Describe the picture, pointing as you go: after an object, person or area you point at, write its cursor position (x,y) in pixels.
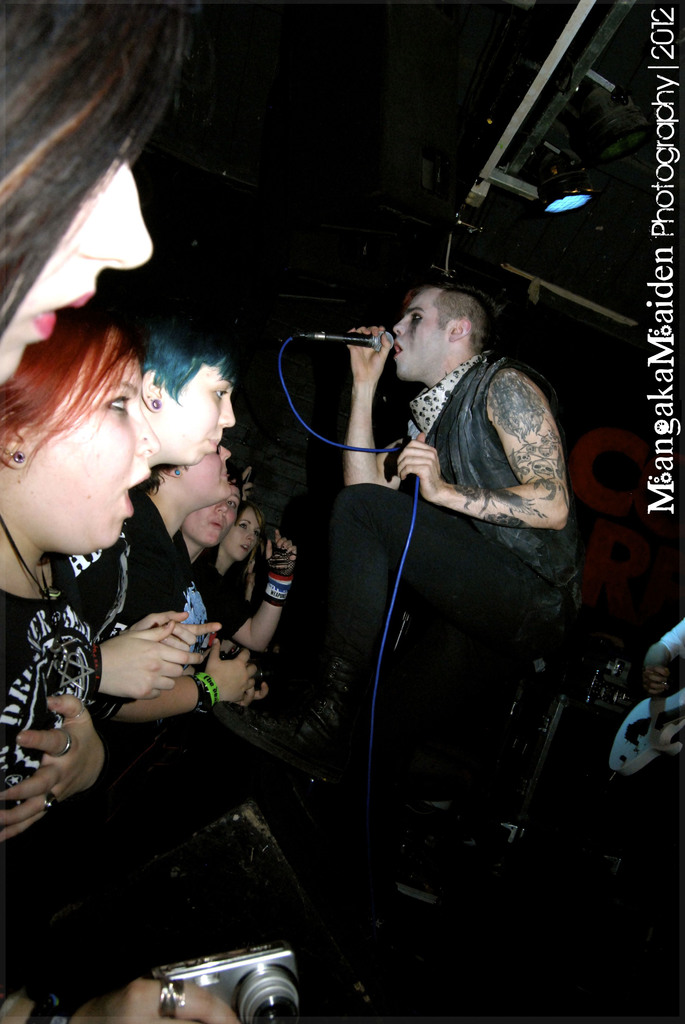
In this picture I can see people (163,632) standing on the left side (141,698). I can see a person (433,328) holding the mic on the right side (470,534). I can see the instrument equipment (620,749). I can see decorative lights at the top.
